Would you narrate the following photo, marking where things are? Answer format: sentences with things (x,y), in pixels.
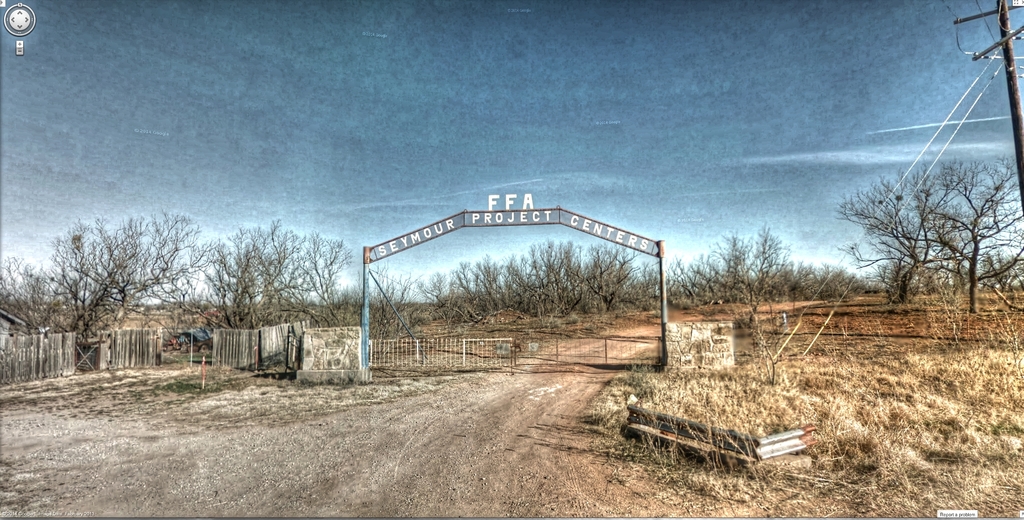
In this picture I can see the ground (371,404) on which there is grass (666,454) and in the middle of this picture (368,291) I can see the fencing (27,341), 2 poles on which there is a board (477,216) and I see something is written on it and I can see the gates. In the background (260,302) I can see the trees (706,265) and the sky (541,160). On the right side of this picture (1006,3) I can see a pole (966,19) on which there are wires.
